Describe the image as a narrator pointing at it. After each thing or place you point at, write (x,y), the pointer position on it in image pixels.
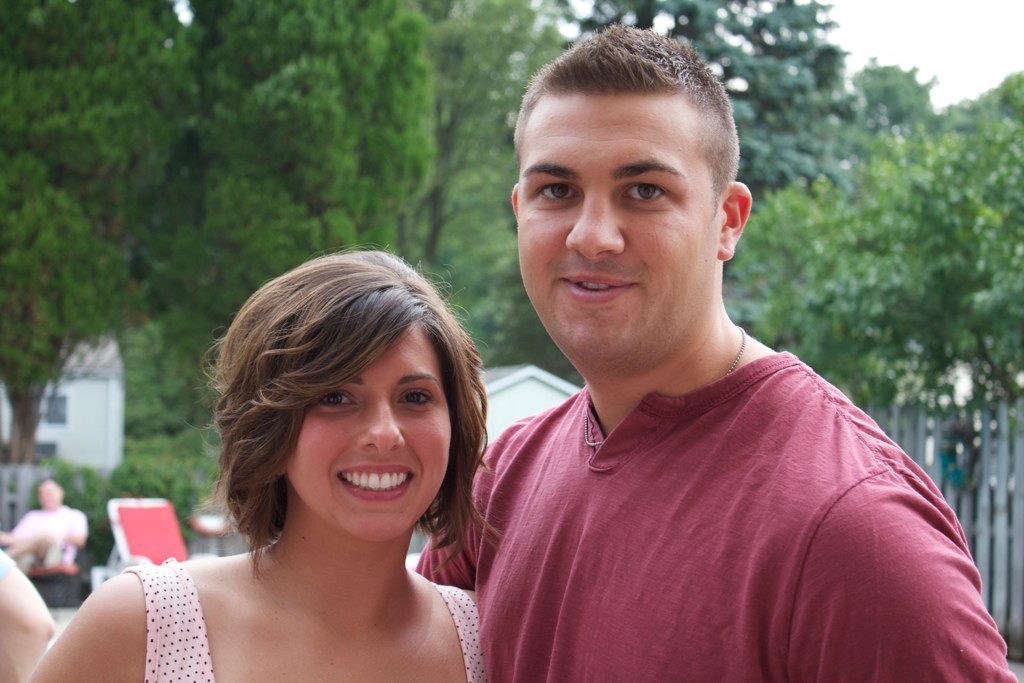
In this image in the foreground (600,551) there is one man (645,540) and woman (448,520) who are standing and smiling, in the background (168,476) there are some trees (226,248) and a fence (910,449) and house (88,458). On the left side (48,516) there is one person (77,551) who is sitting, and also there is one chair (124,540).
